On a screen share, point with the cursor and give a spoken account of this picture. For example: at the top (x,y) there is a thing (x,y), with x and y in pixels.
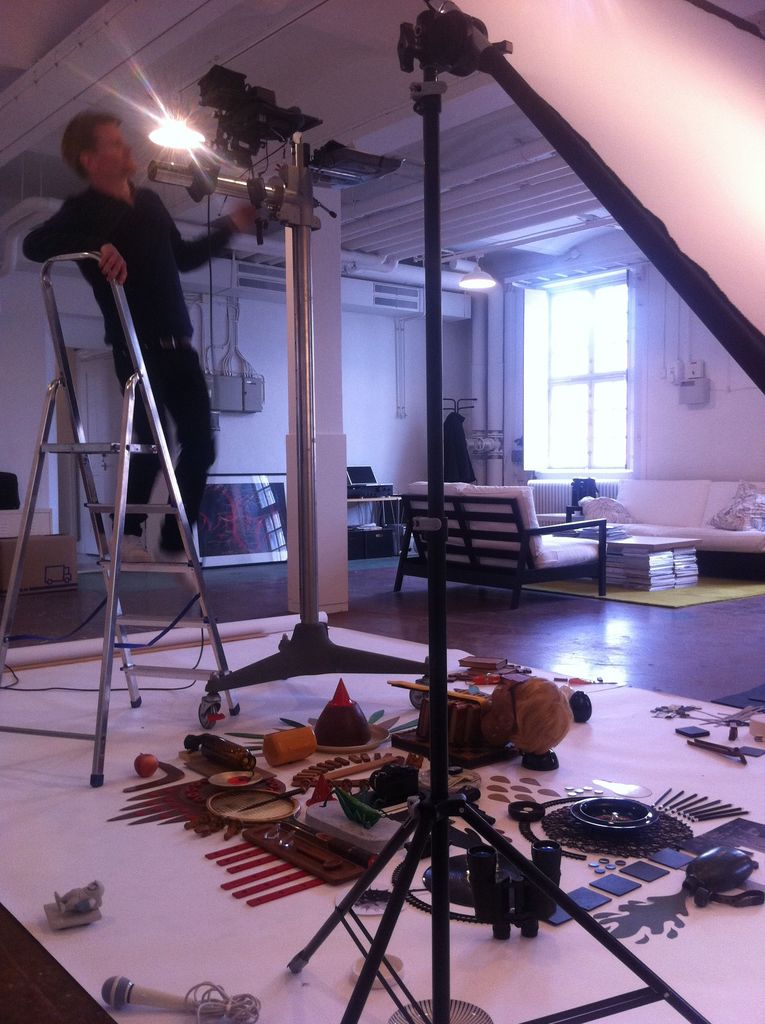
In this image I can see camera stands (358,649), mike's (218,1001), some objects (364,867) on the floor (722,793) and a person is standing on a ladder (195,563). In the background (559,380) I can see a window (539,409), sofa chairs (506,489), table (625,542), a wall (368,380) and a rooftop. This image is taken, may be in a hall (101,370).
